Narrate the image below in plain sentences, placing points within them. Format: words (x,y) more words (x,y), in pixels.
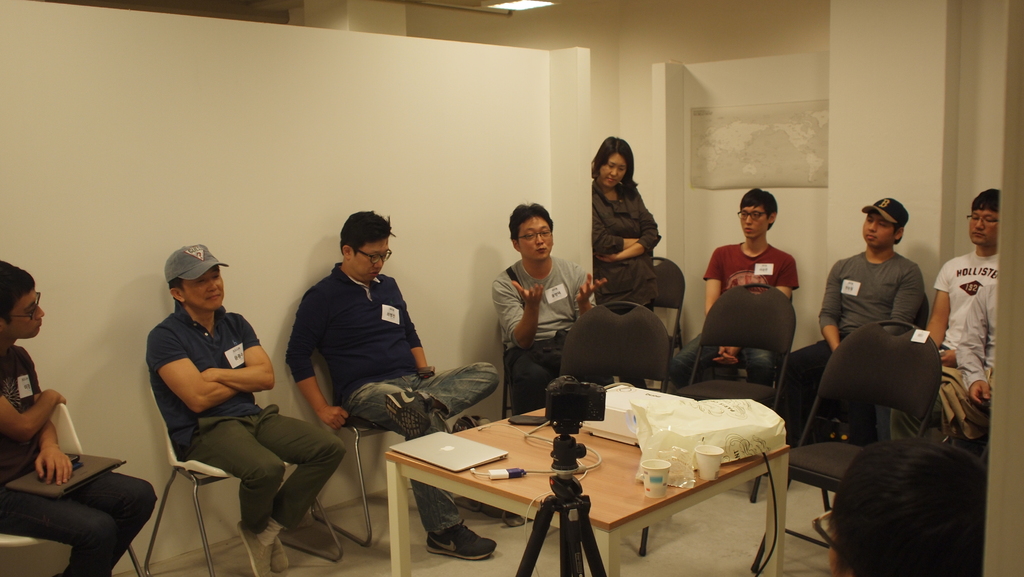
This picture shows a group of people (3,273) seated on the chairs (862,346) and we see a laptop (475,461) and few cups (668,476) and papers (668,446) on the table (391,486) and we see a camera (605,391) on the camera stand (572,554) and we see a woman (611,209) standing and a man (550,232) speaking with all the people (973,287) seated there
